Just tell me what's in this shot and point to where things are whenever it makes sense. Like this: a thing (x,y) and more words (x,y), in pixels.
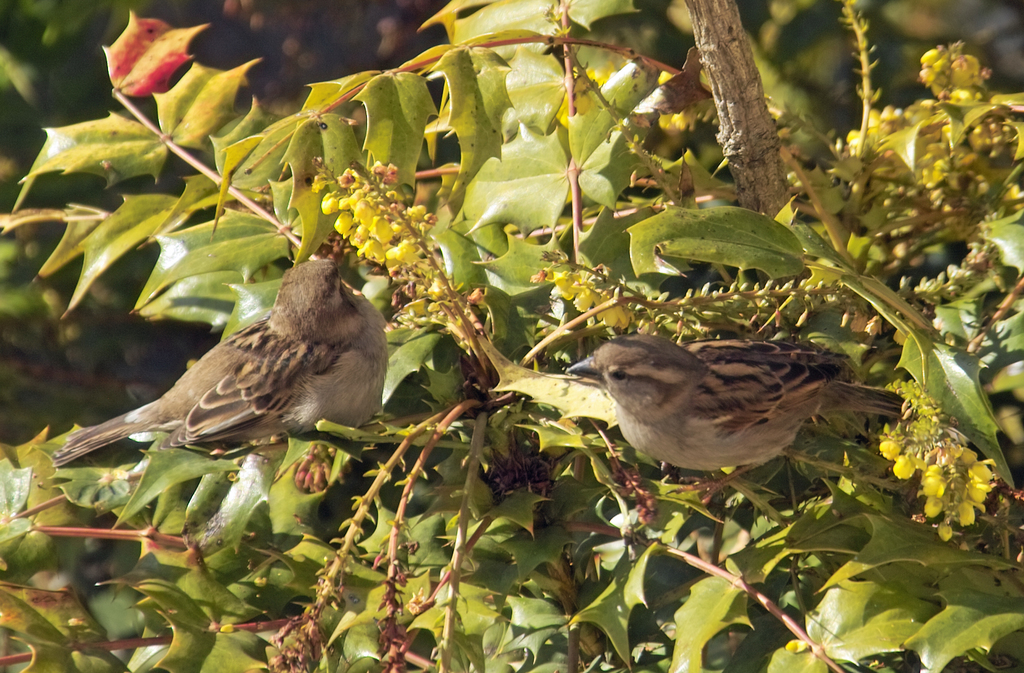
In this picture we can see birds (765,432), leaves (242,153), stems (429,249), branch (722,41) and buds (969,465). In the background of the image (714,146) it is blurry.
